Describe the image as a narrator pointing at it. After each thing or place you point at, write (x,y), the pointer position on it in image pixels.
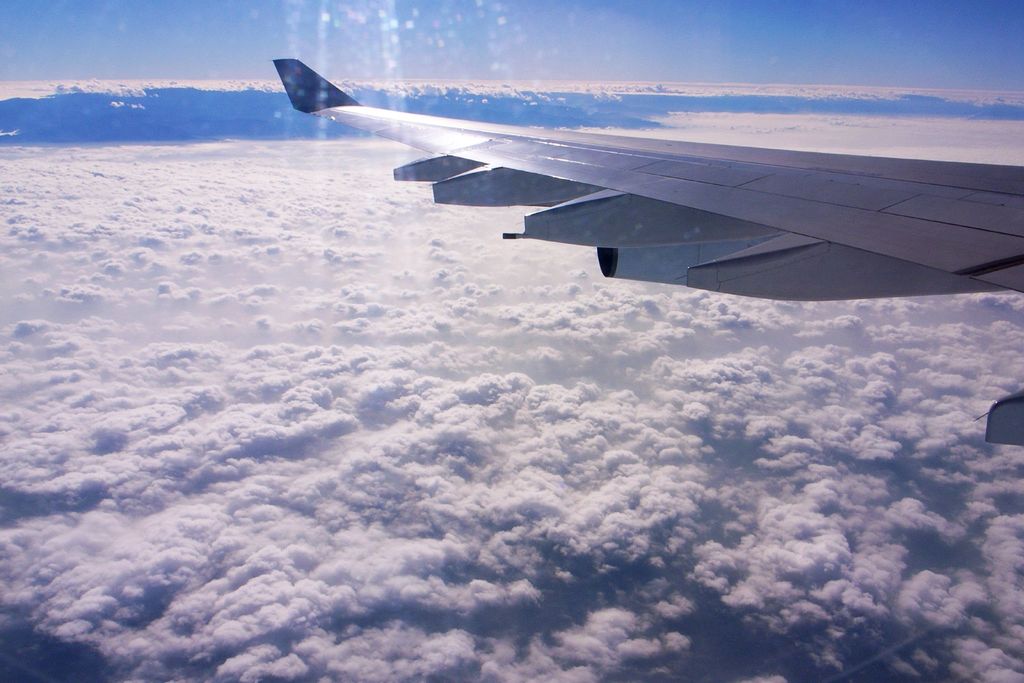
In this picture we can see the sky (859,35), clouds (147,420). On the right side of the picture (971,237) we can see the partial part of an airplane (555,154).
